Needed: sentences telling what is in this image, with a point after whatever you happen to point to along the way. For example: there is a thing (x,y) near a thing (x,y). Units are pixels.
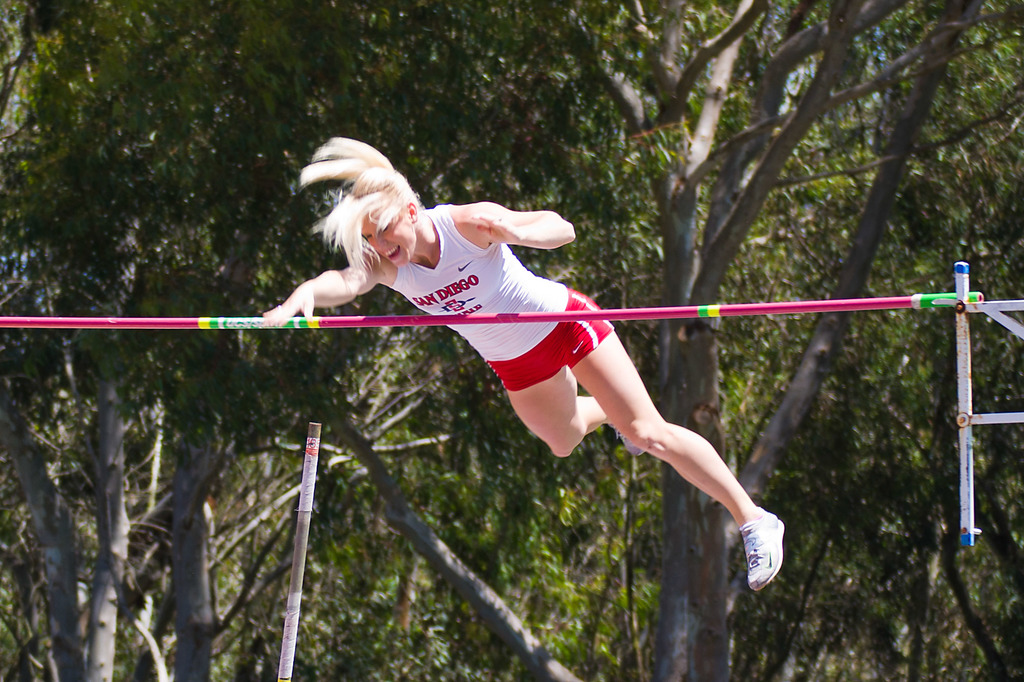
In this image I can see a pink colour pole (978,301) in the center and near it I can see a woman (557,291) in the air. I can see she is wearing white colour top (488,267), red shorts (560,344), shoes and on her top (455,314) I can see something is written. In the background (184,435) I can see number of trees (209,275) and one more pole (283,663).
